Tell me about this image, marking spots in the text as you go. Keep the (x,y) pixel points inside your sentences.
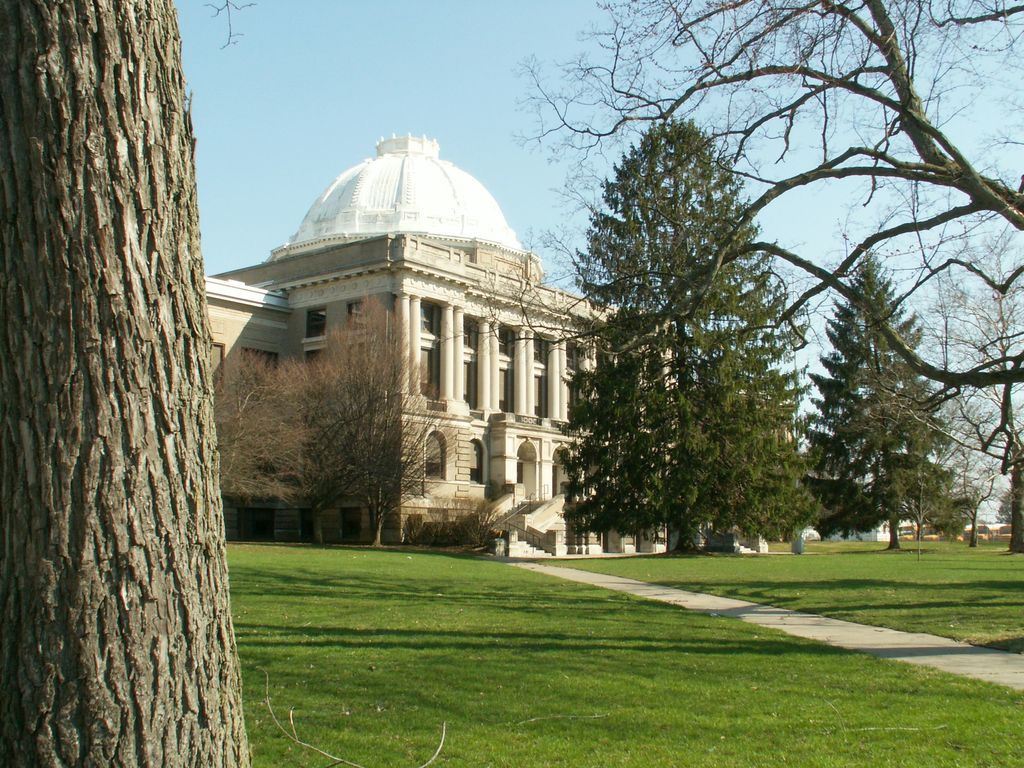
In this image there is garden (637,621) in the middle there is a path (966,673) in the background (490,316) there is a palace (493,441), trees (97,129) and the sky (524,63).
